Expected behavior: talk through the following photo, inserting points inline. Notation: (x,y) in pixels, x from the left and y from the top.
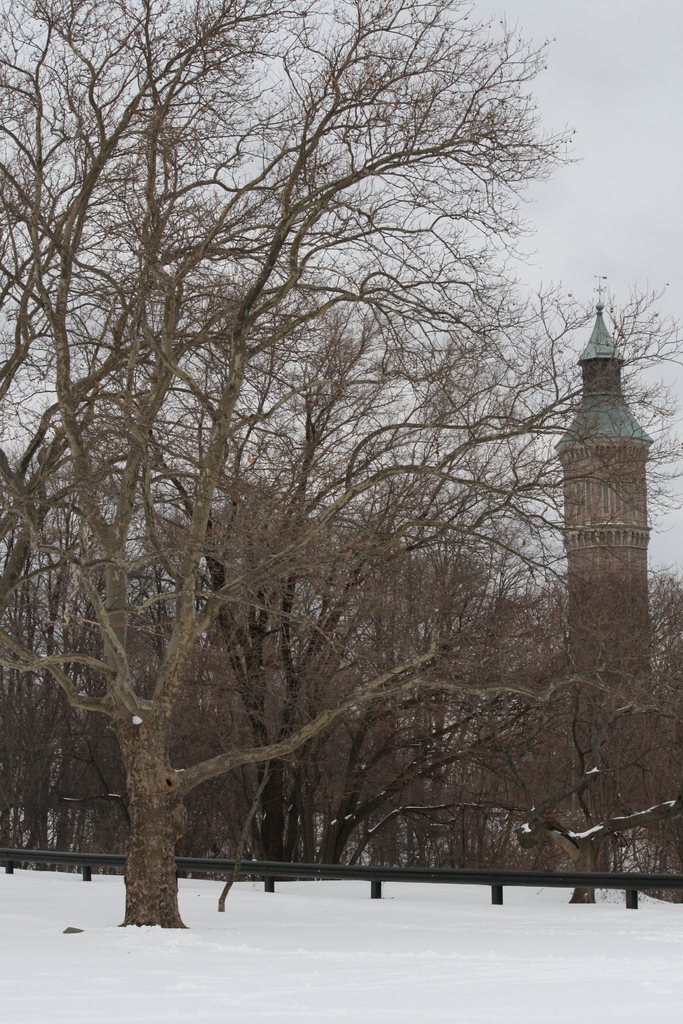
In this picture I can see buildings (580,406), trees (261,643) and also we can see some snow (306,964).
